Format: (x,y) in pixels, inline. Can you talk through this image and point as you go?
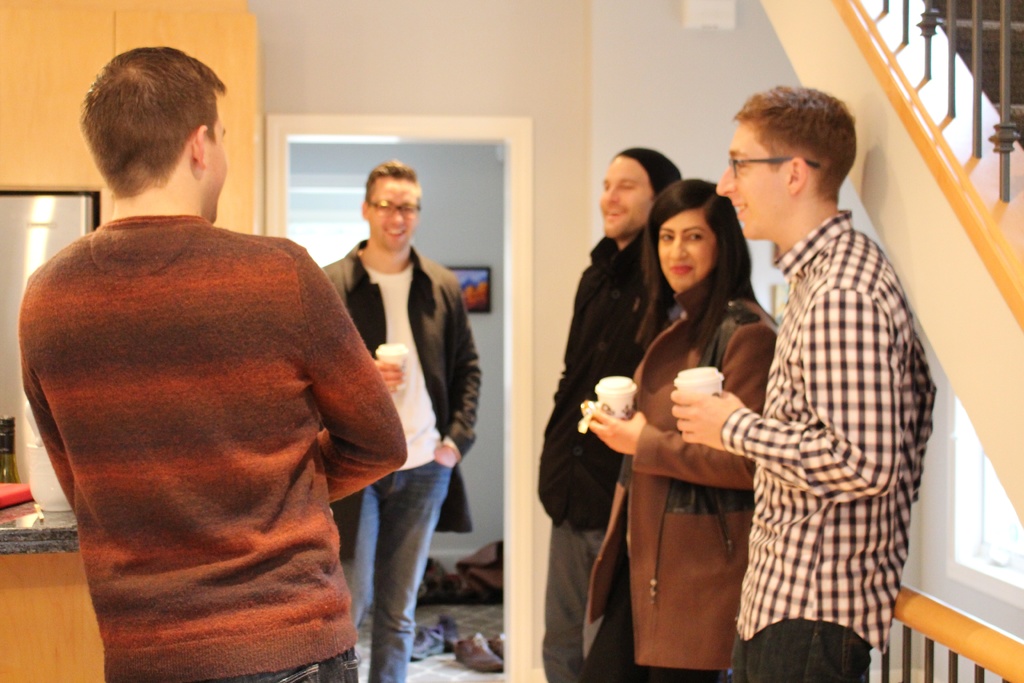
There are people (253,336) standing and these three people (422,322) are holding cups (693,383) and we can see steps (1009,323) and objects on shelf (29,516). In the background (410,87) we can see wall (410,87) and another room (472,301), in this room (476,547) we can see clothes (471,571) on floor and frame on a wall (485,155).
